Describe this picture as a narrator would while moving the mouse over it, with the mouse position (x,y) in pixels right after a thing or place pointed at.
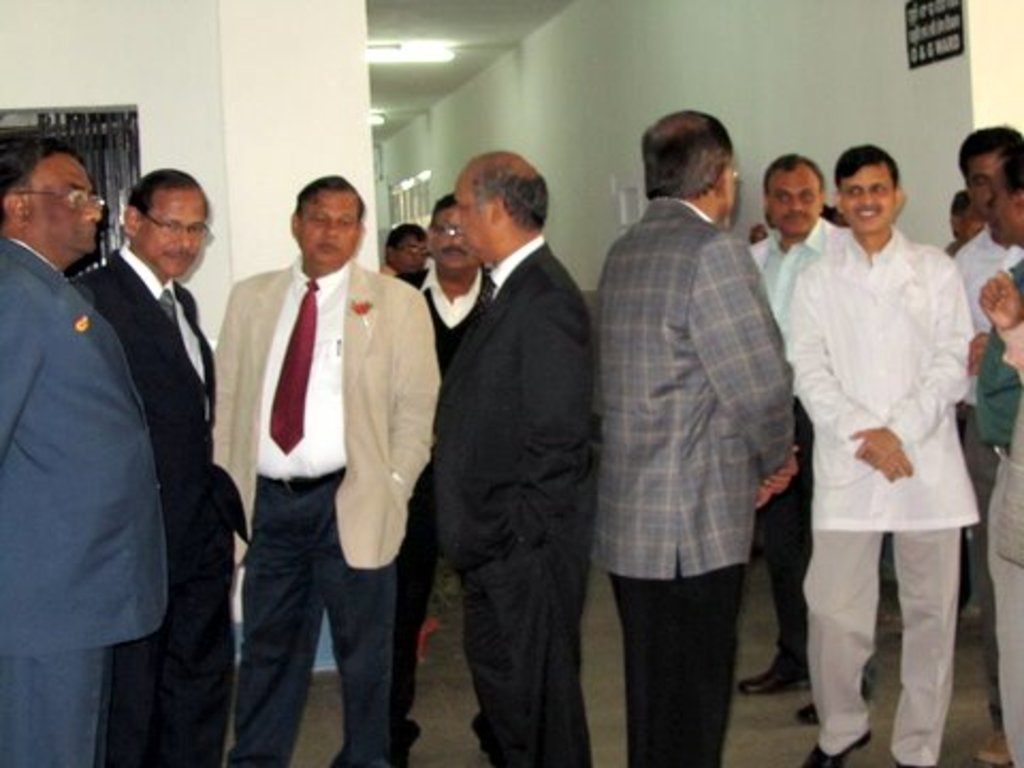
In the picture I can see a group of people (843,261) standing on the floor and they are having a conversation. It is looking like the lift metal grill door (121,150) on the top left side (126,146). There is a lighting arrangement (371,60) at the top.
